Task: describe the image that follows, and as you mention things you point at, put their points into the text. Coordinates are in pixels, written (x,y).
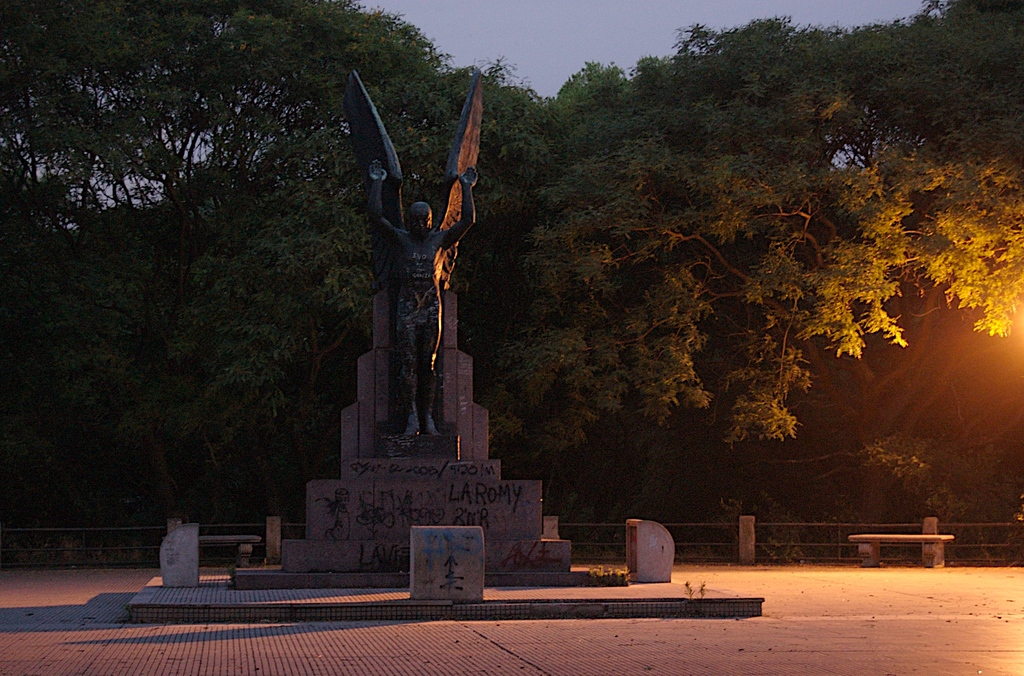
In this image in the center (403,397) there is a statue (419,379) on a pedestal (416,466). In the background (414,162) there are trees (784,237) and in front of the trees (721,515) there is a metal fence (798,534) and there is a bench (900,544).
